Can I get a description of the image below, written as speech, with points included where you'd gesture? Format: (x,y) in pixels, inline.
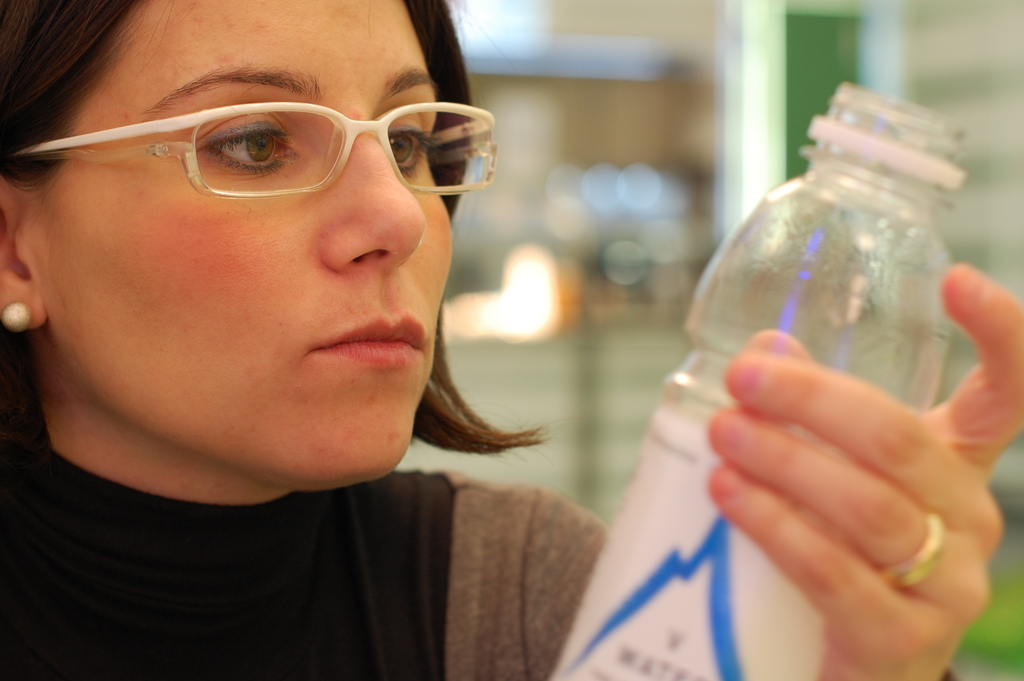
This picture shows a woman (252,162) wearing a spectacles (263,144), holding a water bottle (691,639) in her hands (783,398).
